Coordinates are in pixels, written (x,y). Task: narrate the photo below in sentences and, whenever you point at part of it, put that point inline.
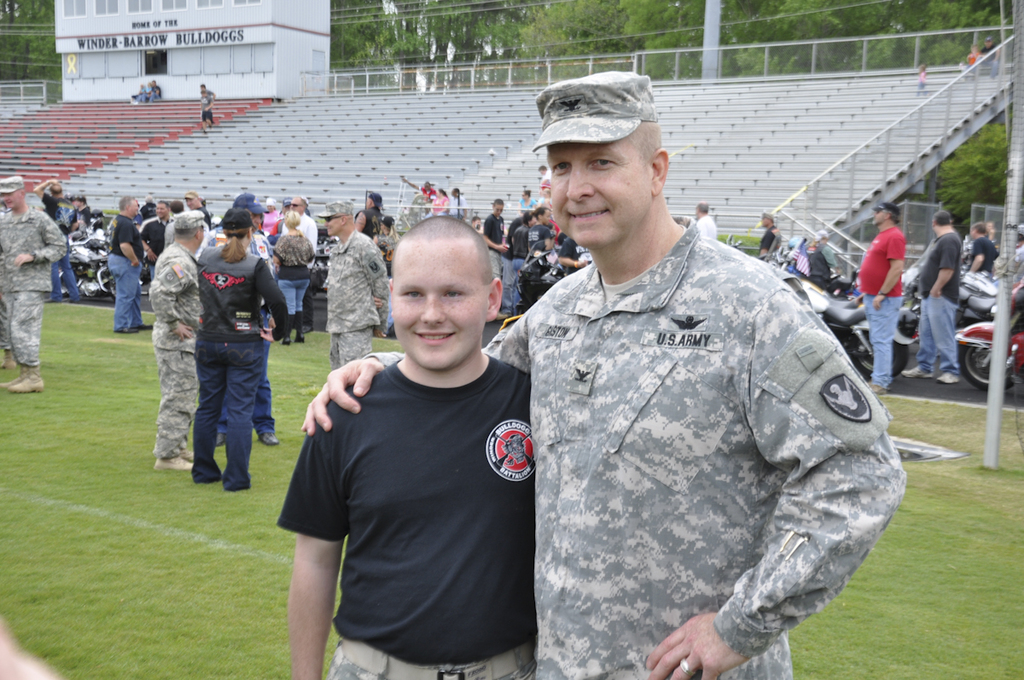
In this image we can see many people (374,244). Some are wearing caps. On the ground (176,535) there is grass (259,508). In the back (841,297) there are vehicles (810,292). Also there are steps (264,105) and railings (785,213). And there is a building (188,45) with name (99,44). In the background (431,18) there are trees (665,28).
